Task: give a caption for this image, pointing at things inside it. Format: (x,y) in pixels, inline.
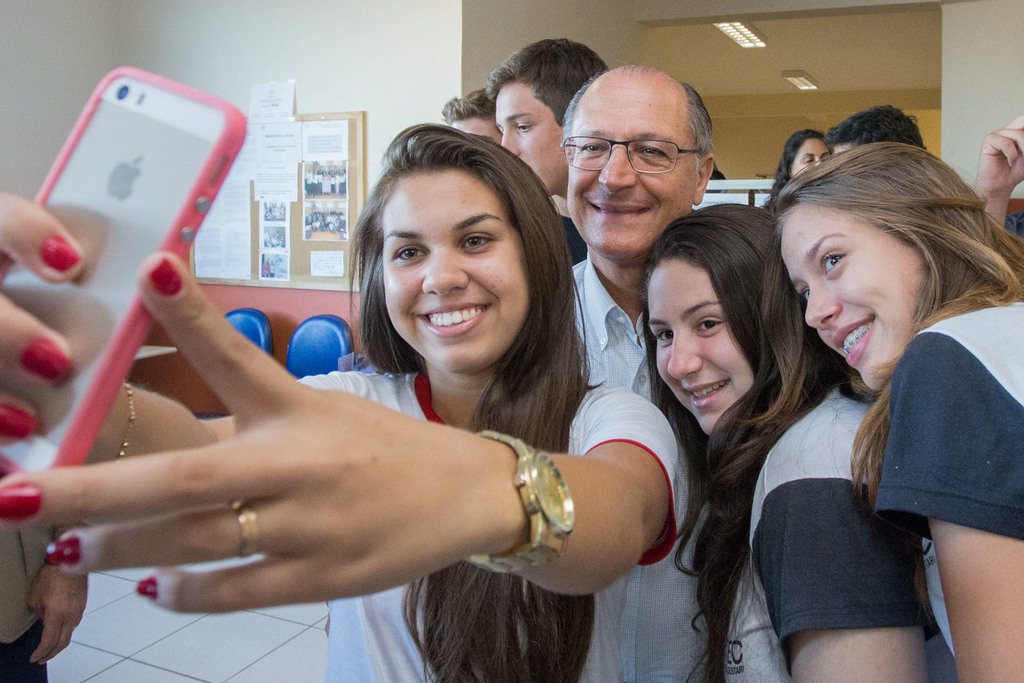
a person (488,358) is taking selfie in the phone (118,385). there are many people (844,295) behind her. at the left (312,236) there is a notice board (252,216), many papers (264,146) are sticked to it.
